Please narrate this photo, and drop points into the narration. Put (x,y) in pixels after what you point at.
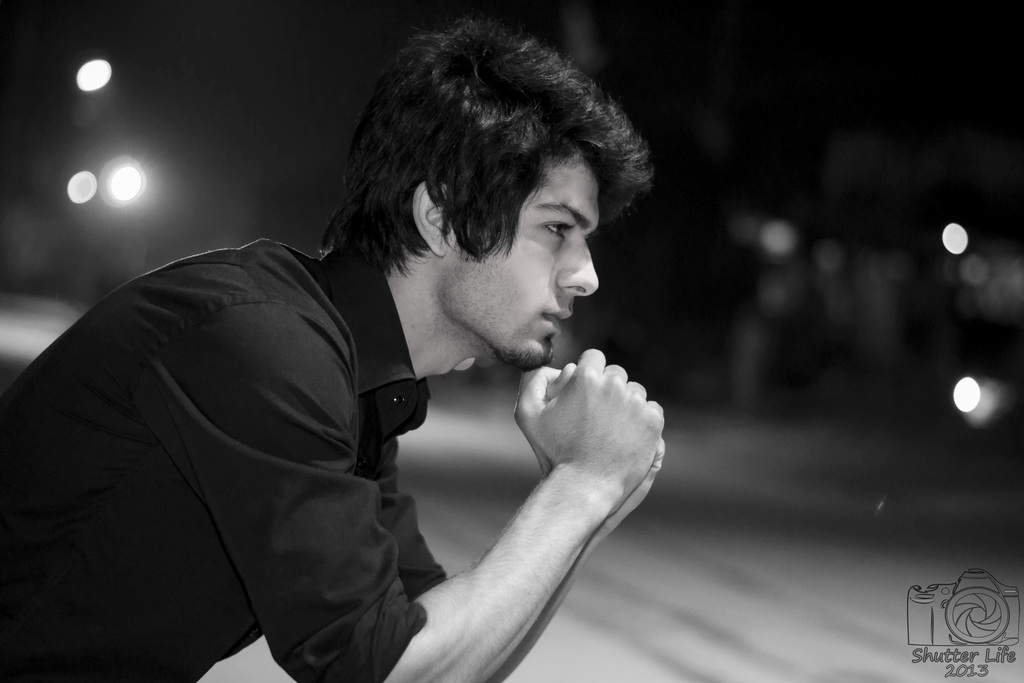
In this picture I can observe a man (267,357) wearing a shirt (244,472). On the bottom right side (925,616) I can observe a watermark (949,648). The background (914,572) is blurred. This is a black and white image.
